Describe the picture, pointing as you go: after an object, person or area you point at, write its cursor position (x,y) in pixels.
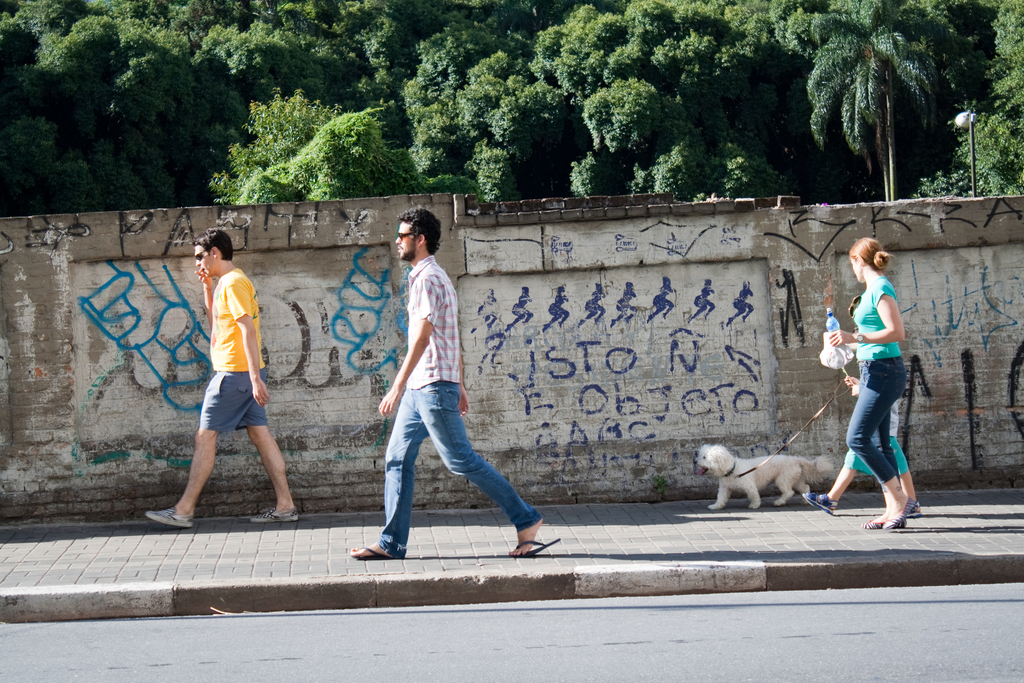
This image is taken outdoors. At the bottom of the image (158,645) there is a road (480,637) and there is a sidewalk (649,534). In the background (129,112) there are many trees (560,140) and there is a wall (651,332) with a few paintings (649,318) and a text (332,219) on it. In the middle of the image (438,268) two men (231,266) are walking on the sidewalk (436,528). On the right side of the image (880,304) a woman (872,443), a kid (856,466) and a dog (770,479) are walking on the sidewalk (852,500). A woman (883,406) is holding a bottle (827,314) in her hand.
